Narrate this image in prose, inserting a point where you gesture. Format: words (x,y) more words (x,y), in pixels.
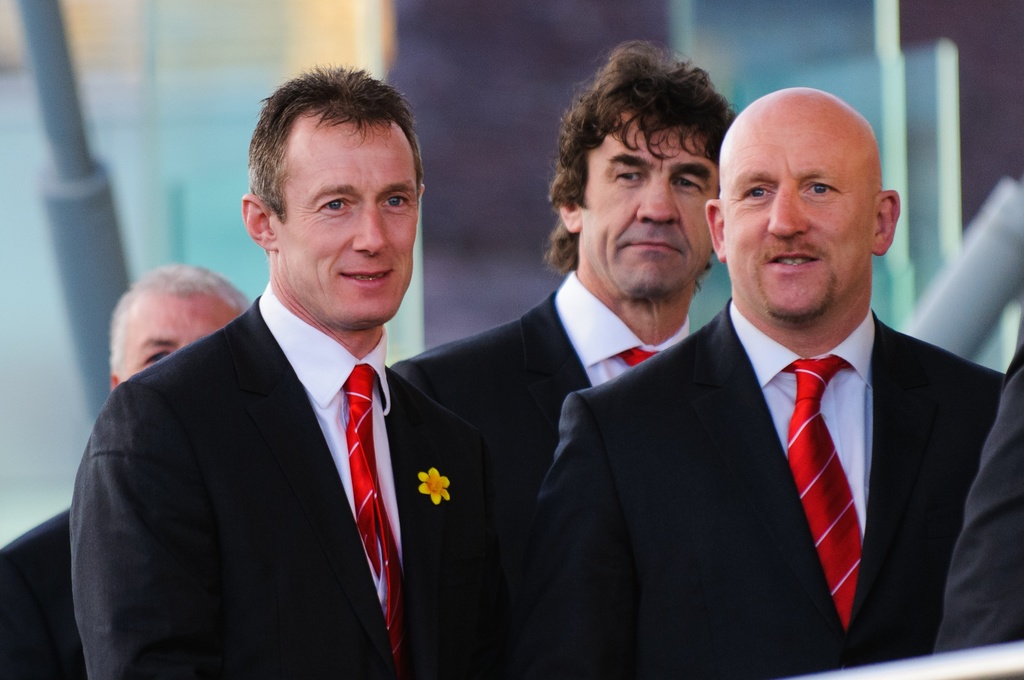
In the foreground of this image (541,658), there are four men (247,539) standing in suits (559,548) and in the background (290,54) image is unclear with a pole (64,143) on the left (93,209).
